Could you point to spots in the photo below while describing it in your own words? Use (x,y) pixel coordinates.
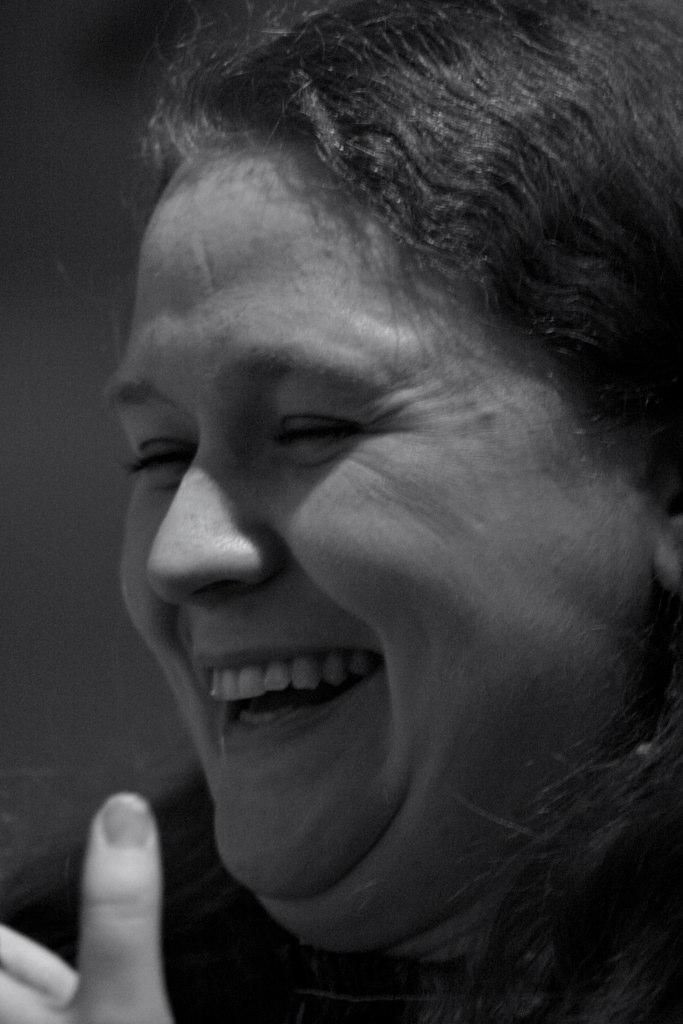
In this image we can see a person (374,715) with a smiling face (302,615).
